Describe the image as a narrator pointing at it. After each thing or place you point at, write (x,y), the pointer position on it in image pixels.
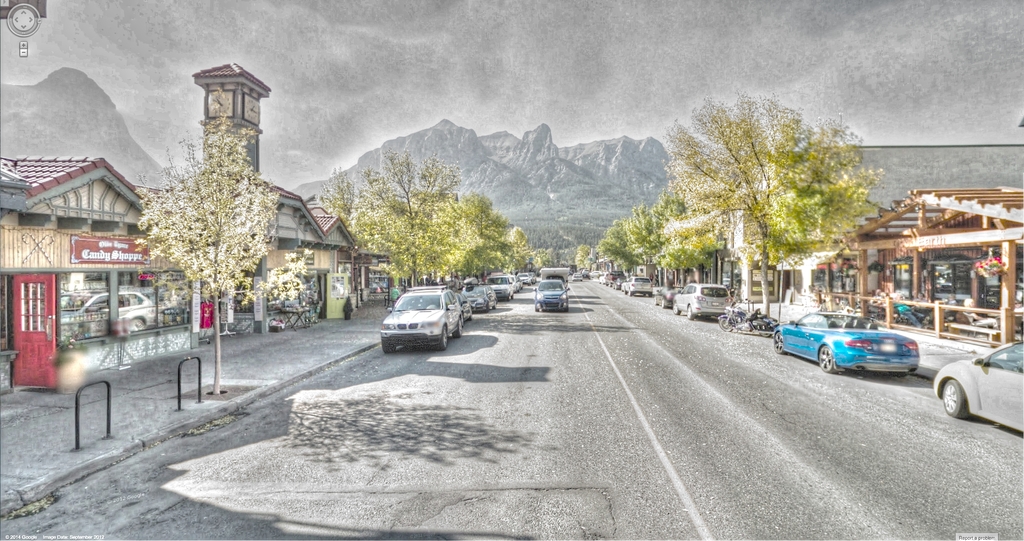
In this picture there are shops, trees (726,209), and cars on the right (896,285) and left side of the image (46,188), there is a clock tower (246,108) in the image and there are mountains (13,99) in the background area of the image (499,176).
